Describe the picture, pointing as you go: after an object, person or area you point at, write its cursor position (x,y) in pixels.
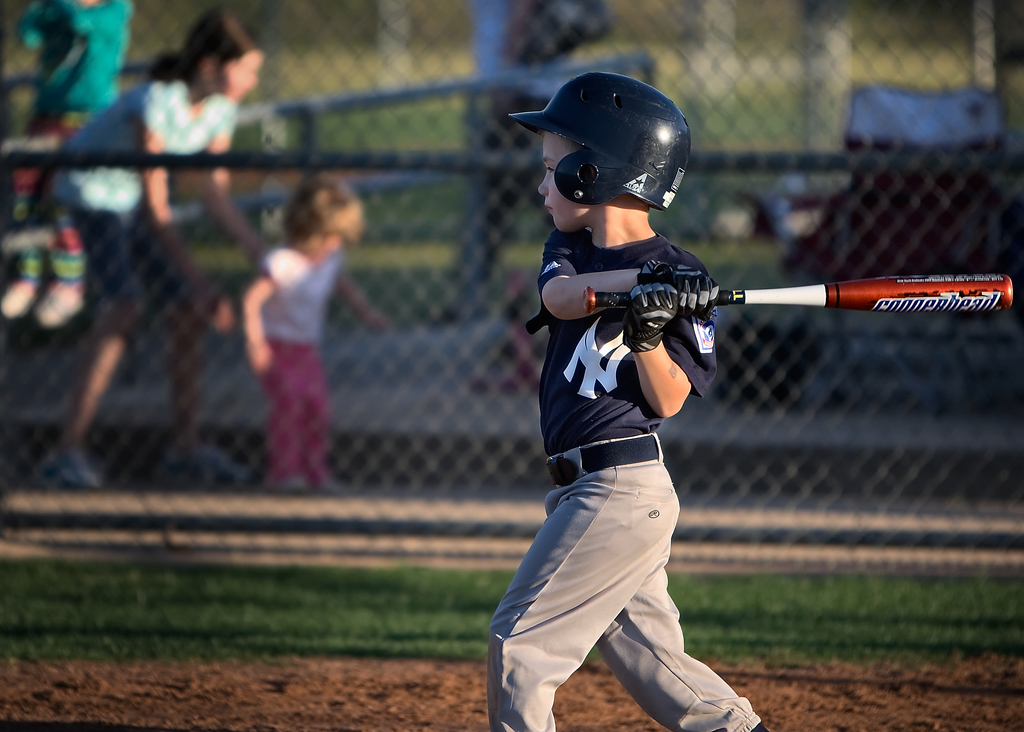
This is a playing ground (383,555). Here I can see a boy (579,499) holding bat (904,296) in the hands (686,284), wearing a helmet (640,151) and standing facing towards the left side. In the background (387,316) there is a net (377,363). Behind the net (120,423) there is women (122,253), a baby (305,395) and a person (44,119) are standing. On the ground (234,578), I can see the grass (187,579).
